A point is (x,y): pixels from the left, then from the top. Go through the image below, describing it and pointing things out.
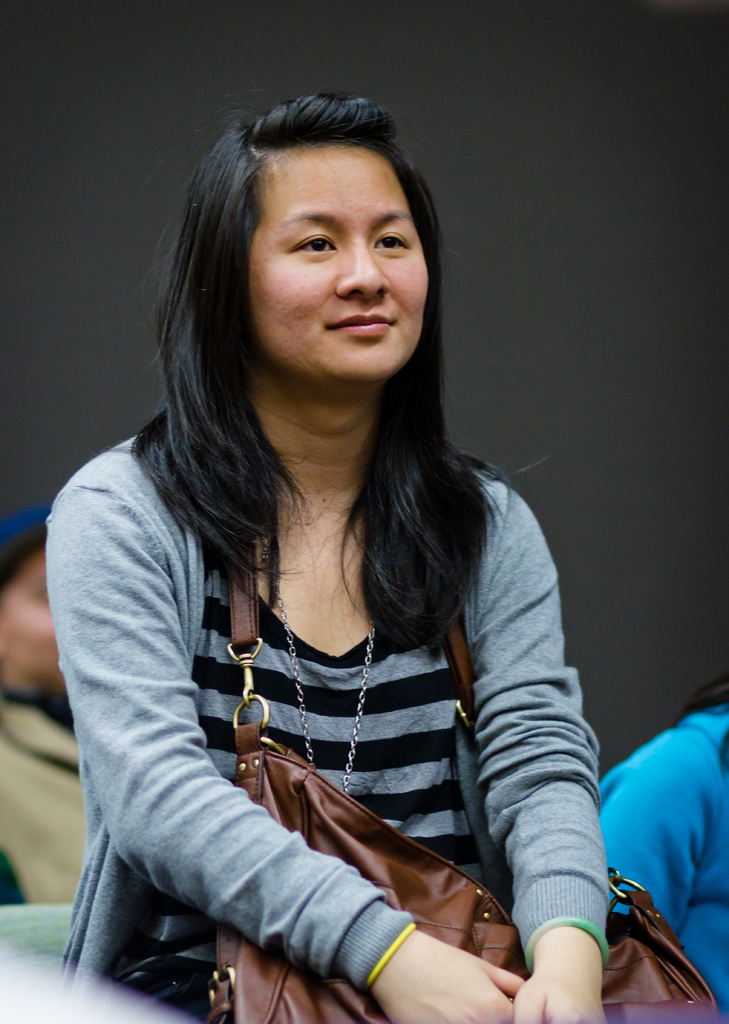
There is one woman (294,596) present in the middle of this image (282,642). We can see other persons (688,911) as we can see at the bottom of this image (59,809) and there is a wall (124,279) in the background (96,304).
